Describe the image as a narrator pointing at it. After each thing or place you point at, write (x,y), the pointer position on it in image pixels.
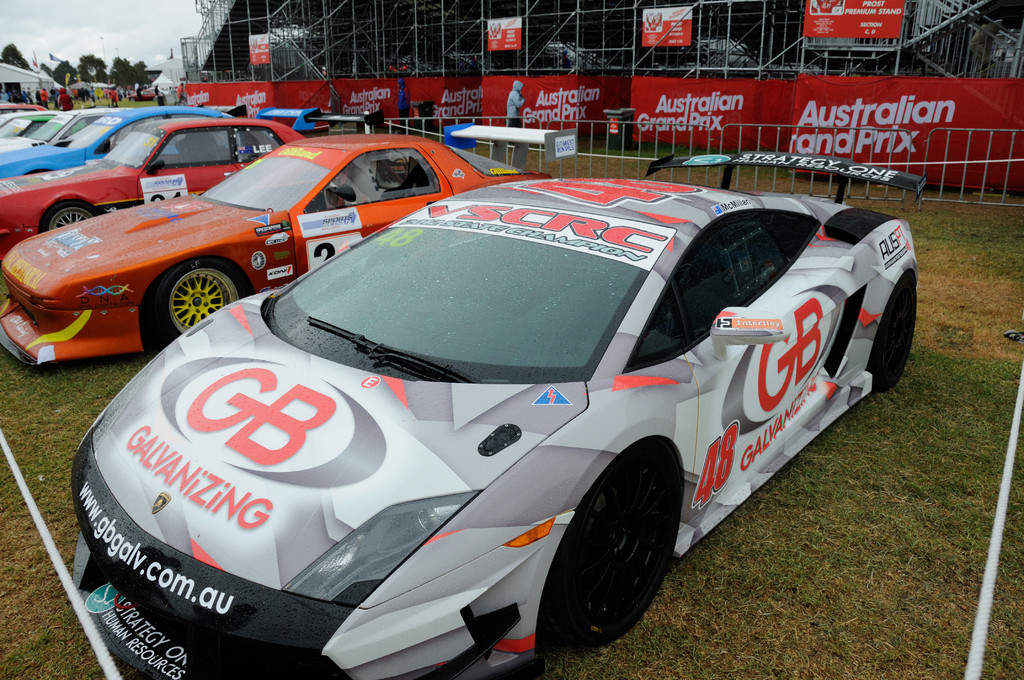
In this image I can see few cars (431,485) they are in gray, red, blue colors, at back (741,111) I can see few banners (728,109) attached to the pole (442,65) and the banners (387,87) are in red color, at left (128,65) I can see trees (98,68) in green color and sky (83,13) in white color.
